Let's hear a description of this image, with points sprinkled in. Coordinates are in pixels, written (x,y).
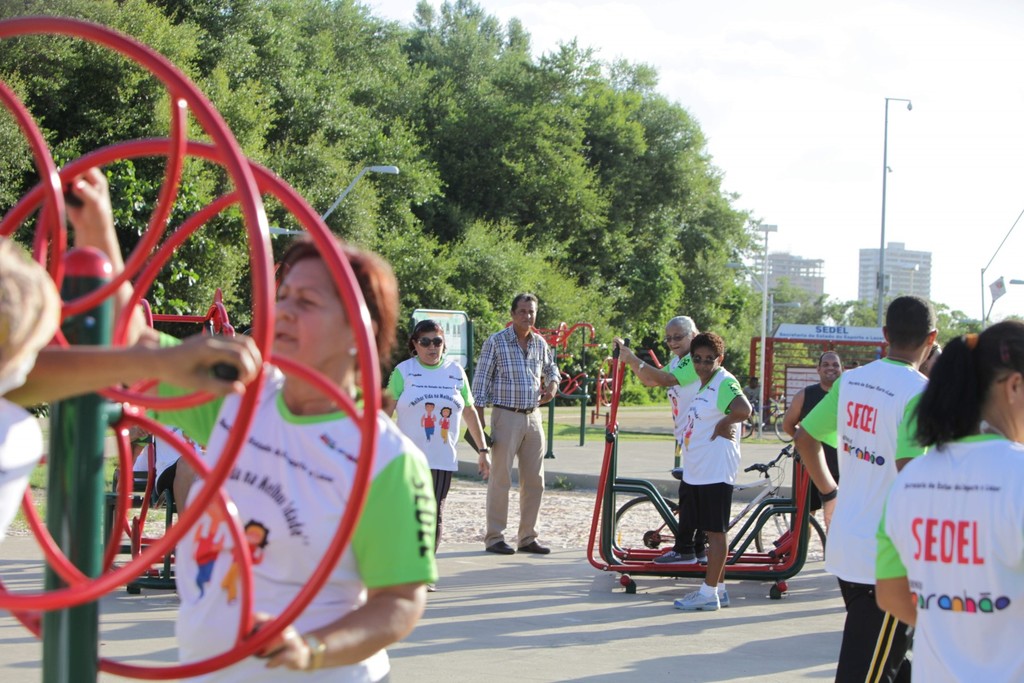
In this image we can see a few people (504,356) and bicycles (648,530), also we can see some playing objects (136,254), there are some buildings (811,285), trees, poles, lights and the sky (820,110).
